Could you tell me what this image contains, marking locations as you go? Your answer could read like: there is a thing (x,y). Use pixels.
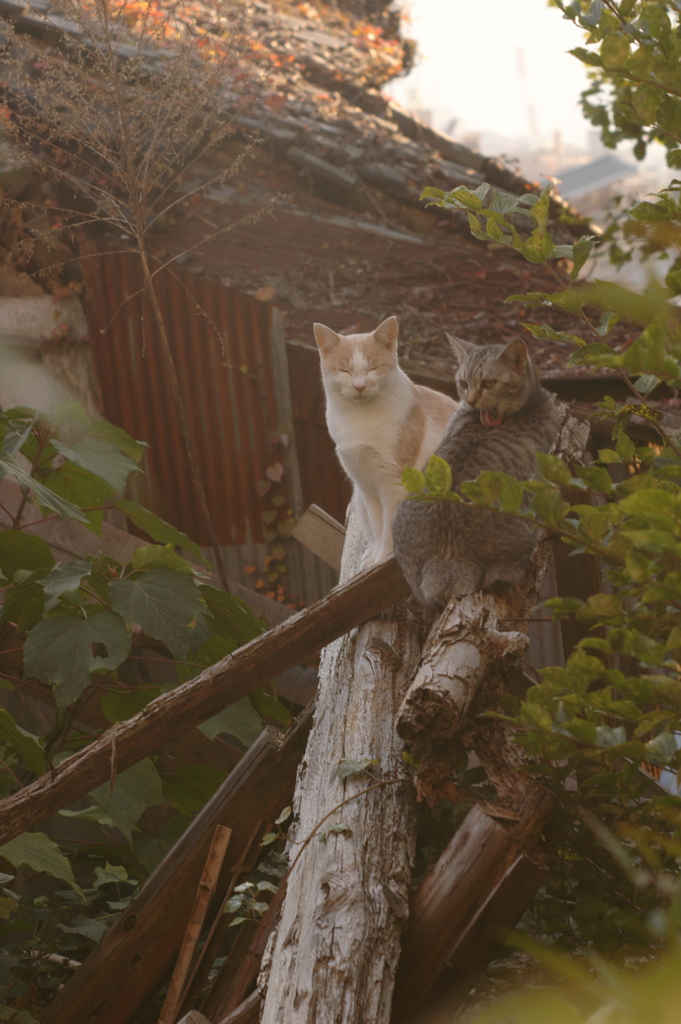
In this picture we can see two cats (359,485), wooden logs (348,541), plants (55,472) and in the background (290,185) we can see some objects (301,101) and the sky (487,88).
